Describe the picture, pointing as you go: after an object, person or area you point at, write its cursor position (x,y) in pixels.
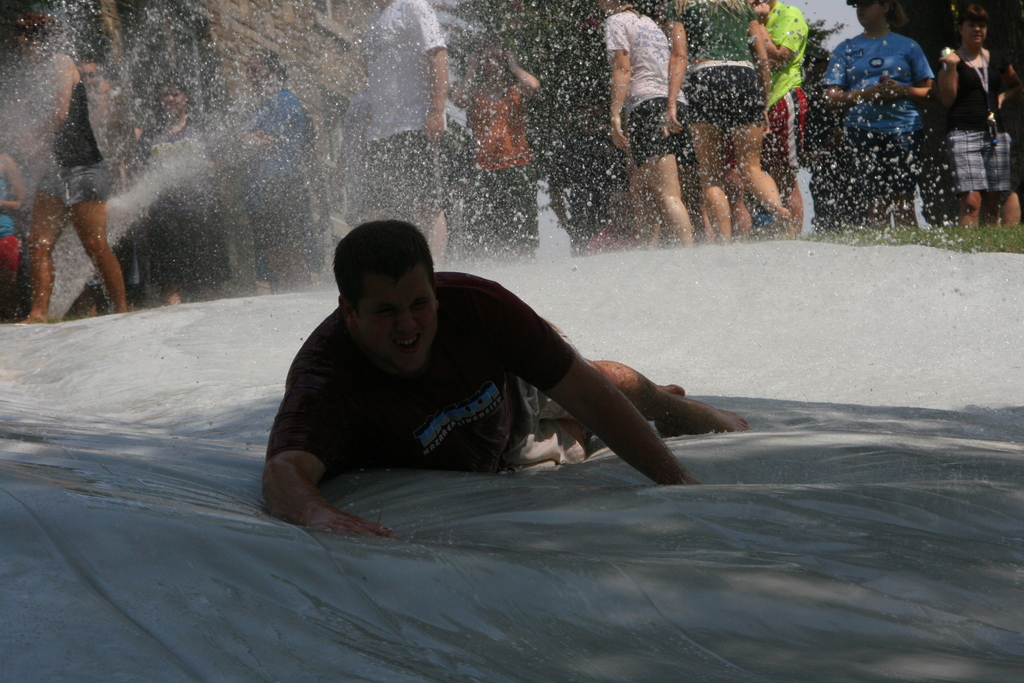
In the picture we can see a man (342,450) falling on the white color surface (715,381) which is on the path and behind him we can see many people (89,137) are standing and playing in the water (453,183).
